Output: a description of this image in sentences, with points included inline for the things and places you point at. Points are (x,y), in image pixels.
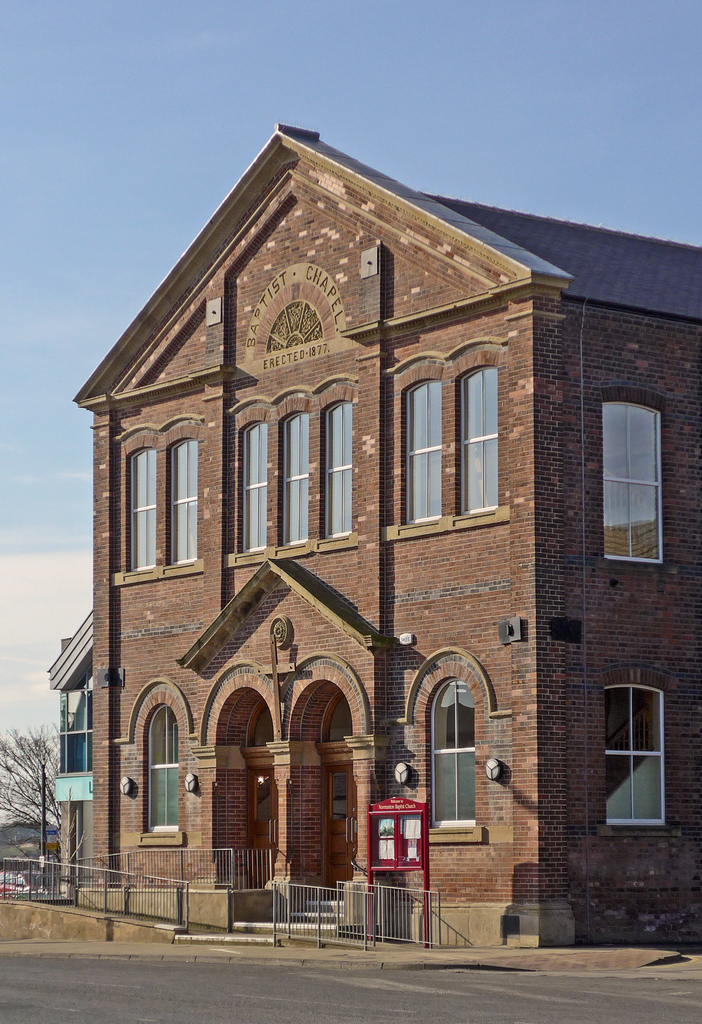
We can see building (236,779), fence (40,862), road (239,1016) and windows (286,447). In the background (32,708) we can see tree (50,793) and sky (146,91).
